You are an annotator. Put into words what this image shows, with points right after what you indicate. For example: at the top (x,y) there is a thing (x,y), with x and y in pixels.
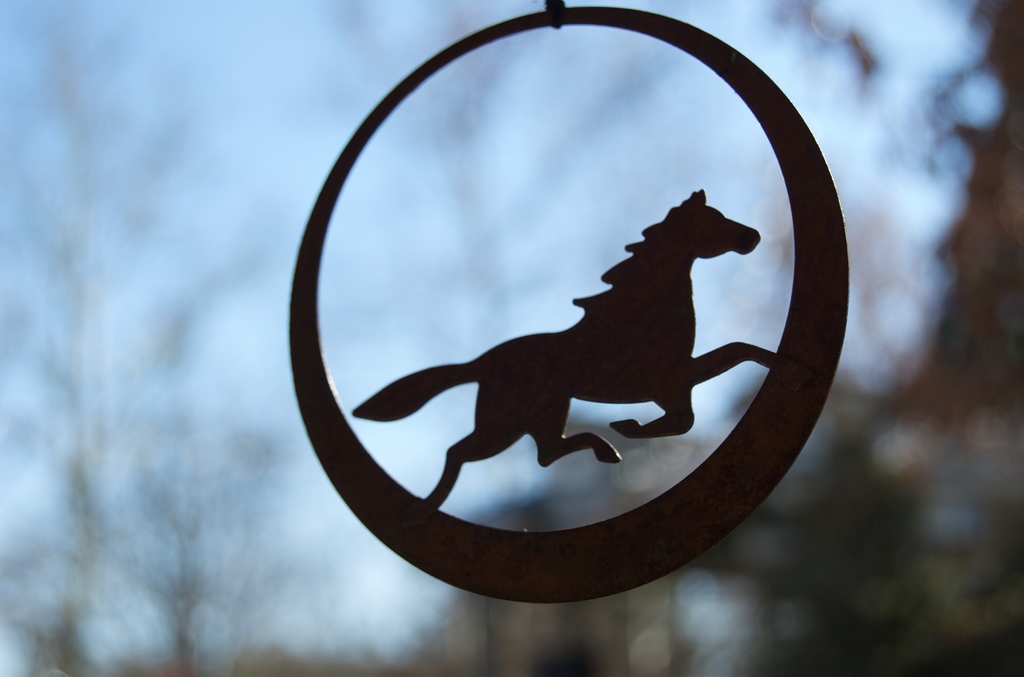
In this picture we can see a round object (487,551). On this round object (382,537), we can see a horse (593,438). Background (562,507) is blurry.
